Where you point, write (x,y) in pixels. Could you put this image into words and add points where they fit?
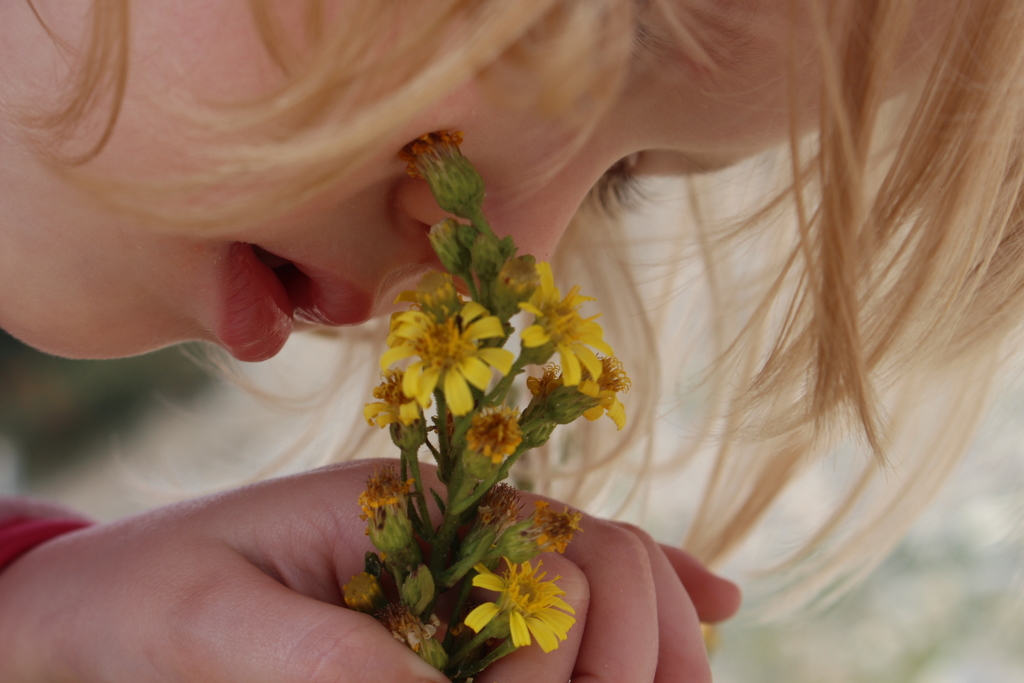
In this picture there is a girl (884,9), she is holding flowers (401,386). On the right (944,167) we can see her hairs (875,315). She is wearing red dress (6,557).
